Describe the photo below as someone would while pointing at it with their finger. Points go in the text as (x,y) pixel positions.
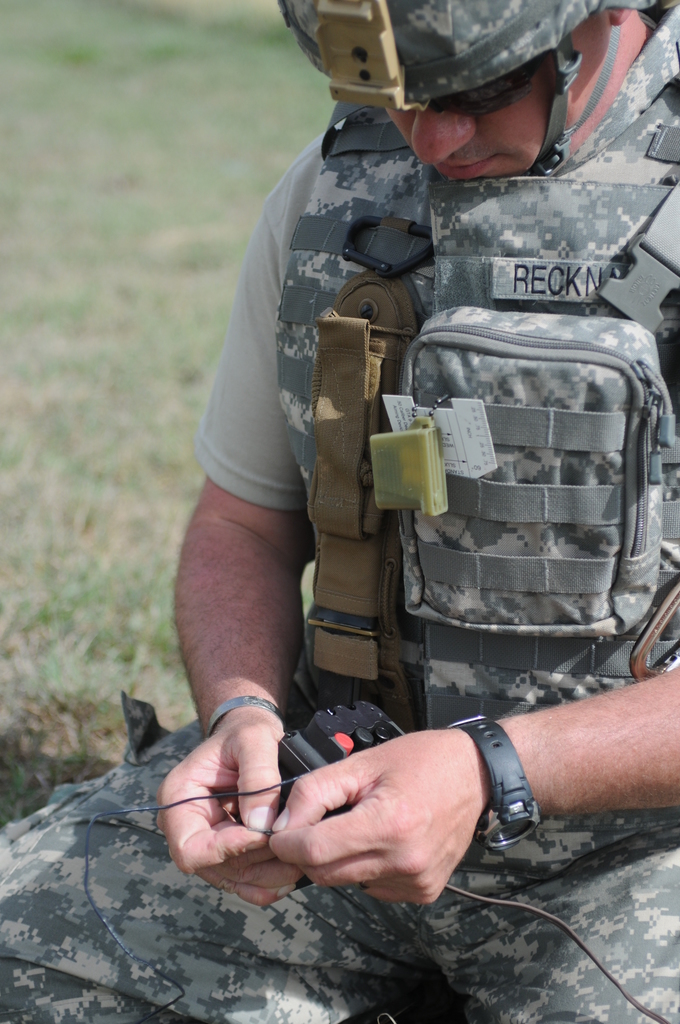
In the center of the image (266,556) we can see one person (383,857) is sitting and he is holding some object (369,745). And we can see he is wearing a helmet (461,87) and a few other objects (519,352). And we can see he is in different costume (478,677). In the background (75,320) we can see the grass (206,130).
